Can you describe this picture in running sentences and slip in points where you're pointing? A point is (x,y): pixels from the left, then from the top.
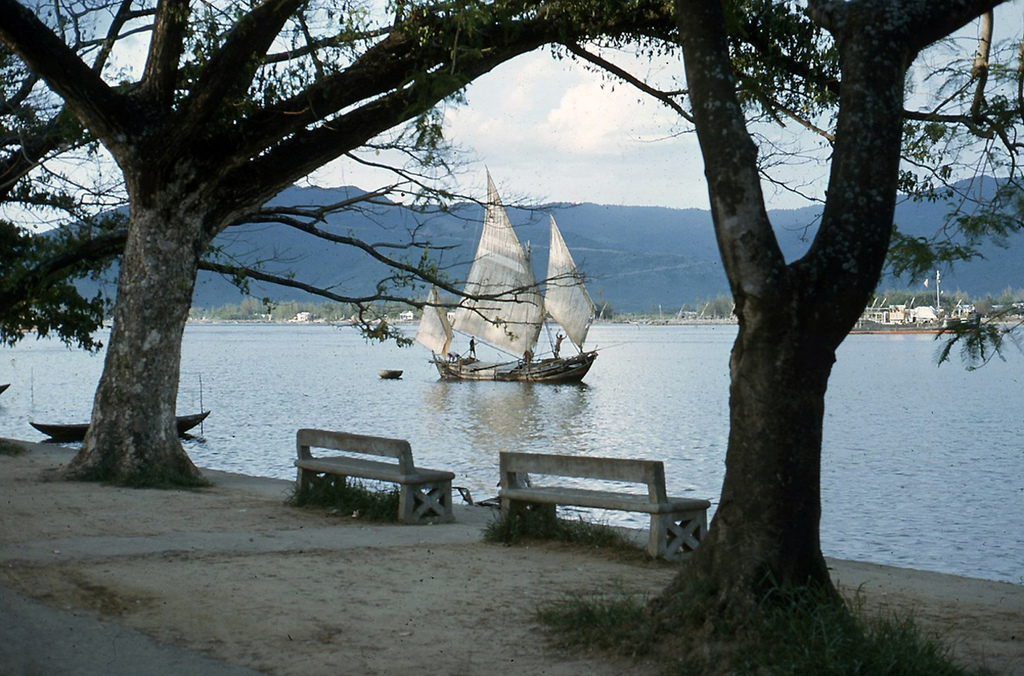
In this picture I can see there are two trees (157,196), there are two benches (450,485), a river (328,395) in the backdrop (370,385) and there are few boats (383,377) sailing on the water (342,352) and there is a mountain (720,282) in the backdrop (711,307) and it is covered with trees (915,294) and the sky (596,128) is cloudy.
